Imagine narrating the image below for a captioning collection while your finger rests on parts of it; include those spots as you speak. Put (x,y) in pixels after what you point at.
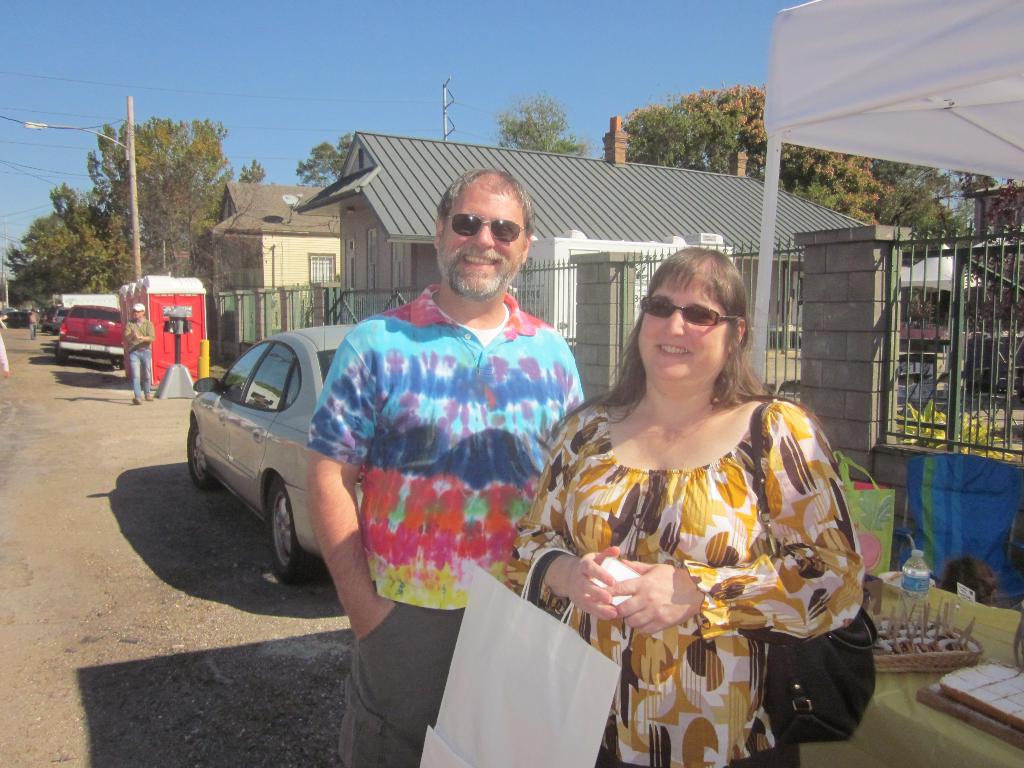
There is a man (471,316) and woman (671,460) in different color dresses (771,416) smiling and standing on the road (259,741) on which, there are vehicles (291,358) parked and persons (144,342) walking. In the background (974,63), there is a white color tent (855,90), under this tent (877,119) there is a table (932,707) which is covered with a cloth (902,711) on which, there is a bottle (912,583) and other objects (946,701), houses (346,178), trees (157,185), a pole (130,138) which is having electric lines (129,86) and there is blue sky (345,57).
